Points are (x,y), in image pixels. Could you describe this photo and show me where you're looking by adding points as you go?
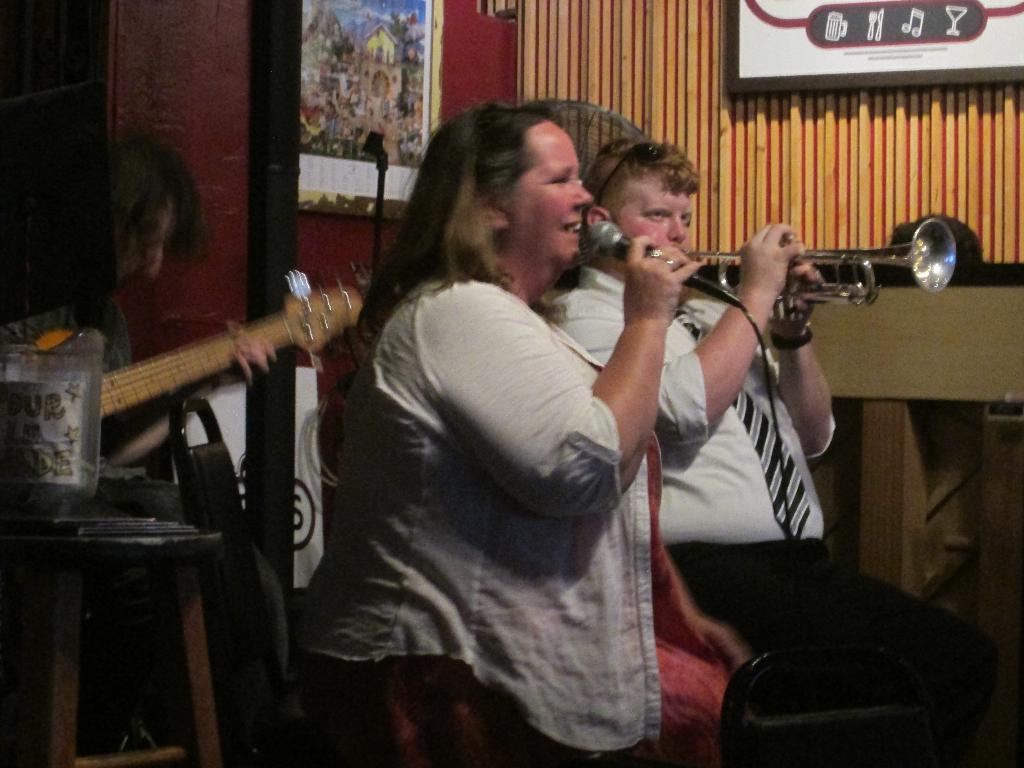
In the picture we can see some group of persons (798,397) playing musical instruments (264,322) and there is a lady person (520,350) holding microphone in her hands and in the background of the picture (635,58) there is a wall (696,25) to which some photo frames (417,130) are attached.
